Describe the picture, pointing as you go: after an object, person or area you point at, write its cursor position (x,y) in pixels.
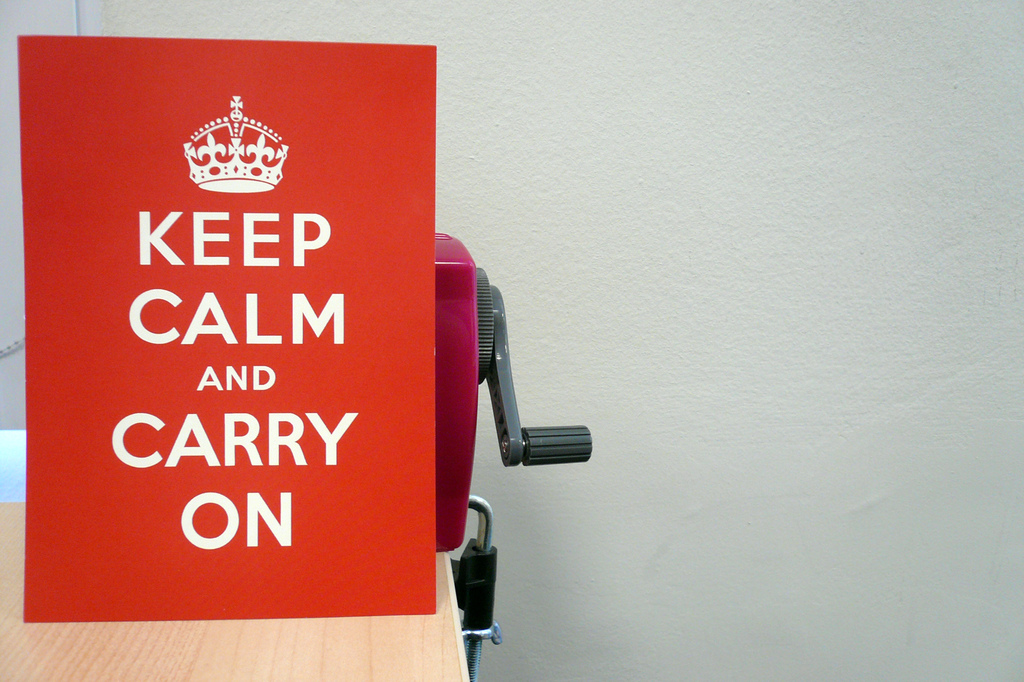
In the picture we can see a wooden table (7,620) on it, we can see a red color board (53,594) written on it as keep calm and carry on and behind it, we can see a machine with a handle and behind it we can see a wall (1008,152) which is white in color.
